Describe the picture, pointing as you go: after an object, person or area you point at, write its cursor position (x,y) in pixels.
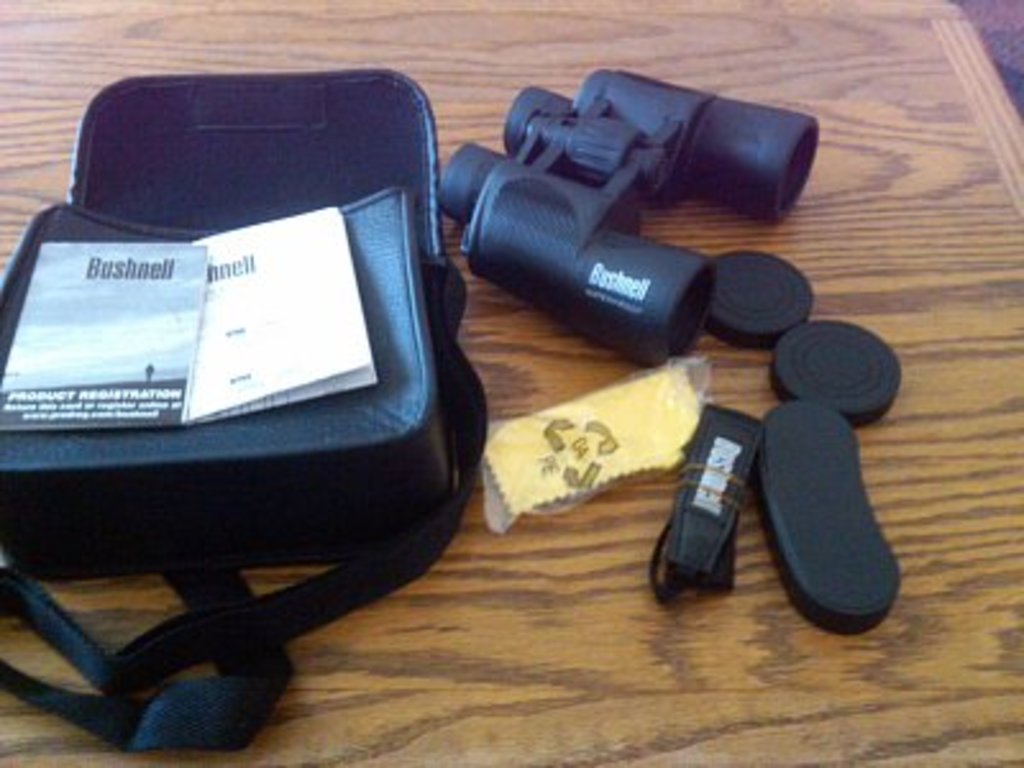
In this picture we can see a bag (392,257), papers (281,263), binoculars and other things (668,377) on the wooden plank (731,369).
